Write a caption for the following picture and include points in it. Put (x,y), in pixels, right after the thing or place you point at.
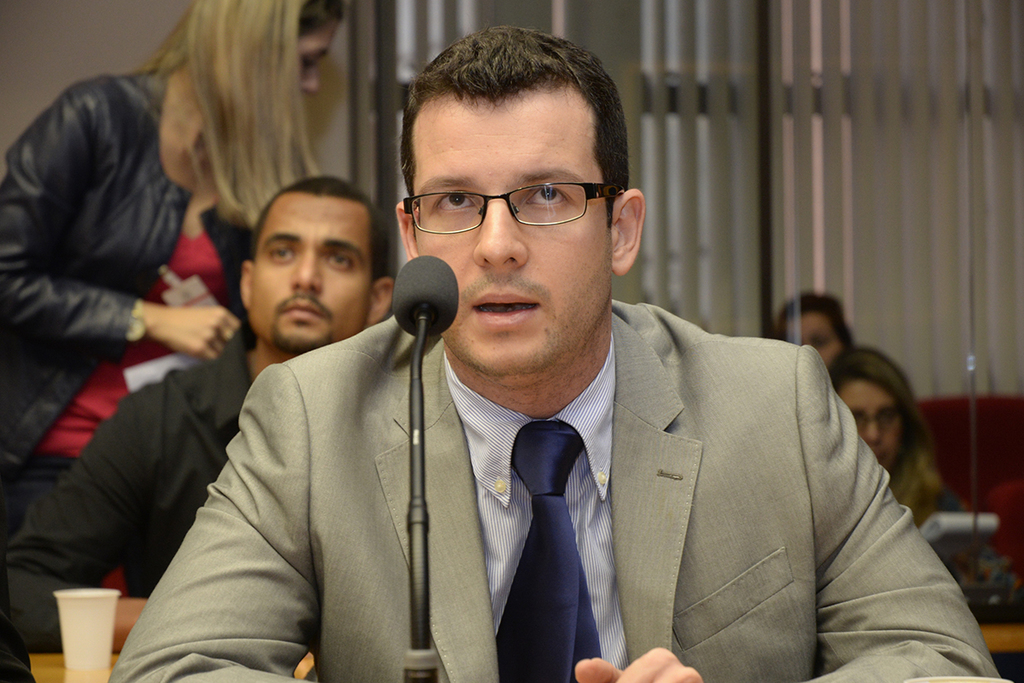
Here a man (524,400) is speaking in the microphone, he wore a shirt (604,482), coat (734,506), tie (565,553). On the left side (208,148) a beautiful woman (171,256) is there, she wore a black color coat (98,243) and a red color top (178,273).
